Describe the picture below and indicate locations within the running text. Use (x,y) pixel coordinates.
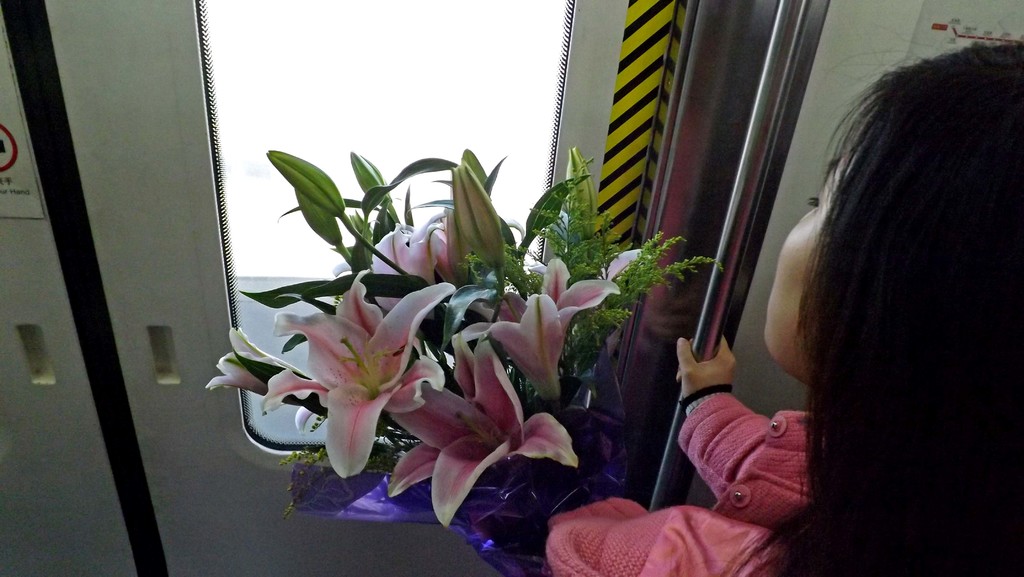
Here we can see a woman (717,559) holding a flower bouquet (534,455) with her hand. This is a pole (672,430). In the background (164,286) we can see a door (148,443), poster (18,203), and a glass (370,156).
